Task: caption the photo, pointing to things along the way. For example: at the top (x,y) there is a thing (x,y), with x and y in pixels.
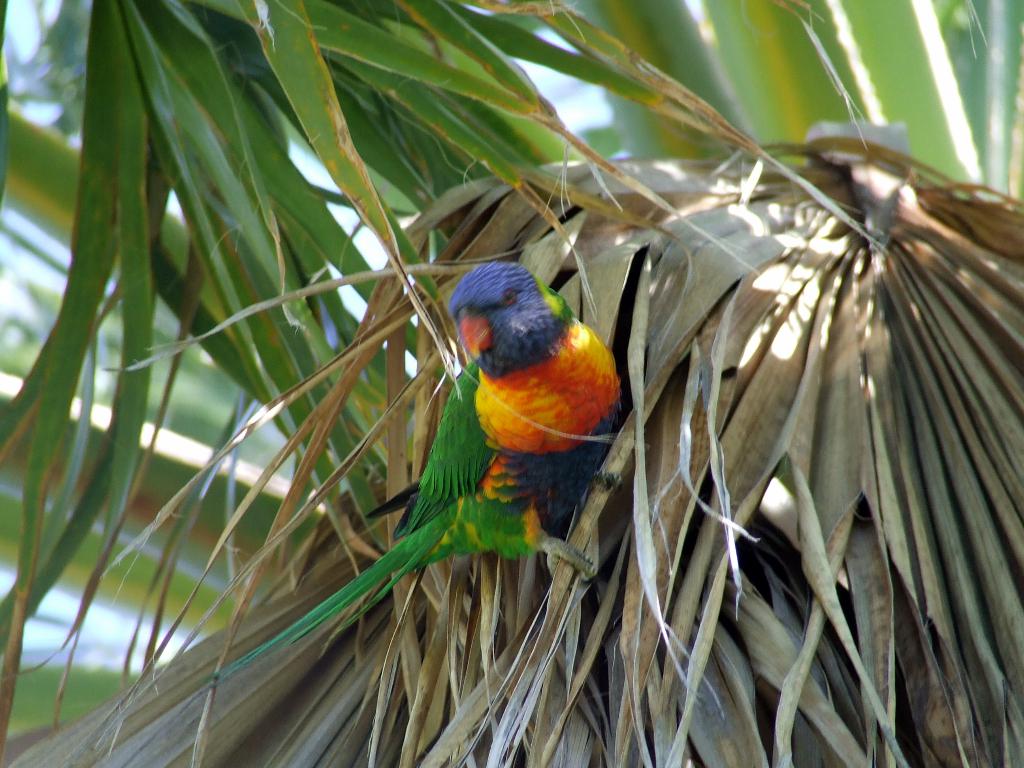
In this image I see a bird (507,432) which is of green, yellow, orange and blue in color and it is on the dried leaves (778,656). In the background (131,388) I see the green leaves (304,300).
